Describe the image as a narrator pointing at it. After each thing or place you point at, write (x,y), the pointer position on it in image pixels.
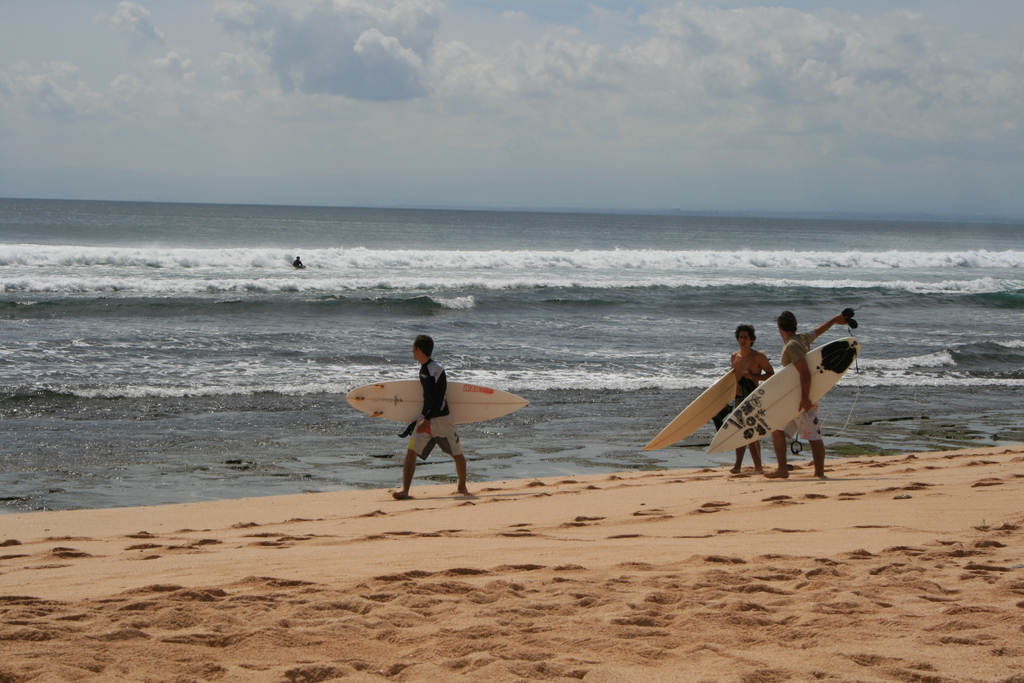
This is the picture where have three people (804,342) holding the surfboards (460,418) and standing on the sand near the sea (271,329).
